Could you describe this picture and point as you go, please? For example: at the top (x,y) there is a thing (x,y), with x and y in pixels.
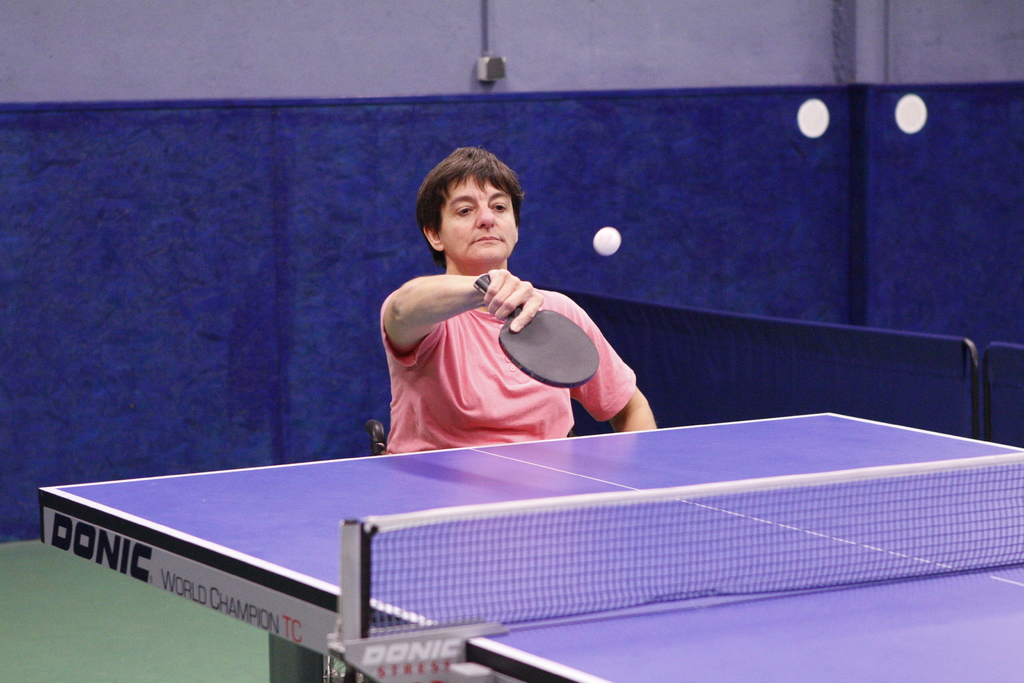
In this image I can see a person (436,375) playing table tennis.
